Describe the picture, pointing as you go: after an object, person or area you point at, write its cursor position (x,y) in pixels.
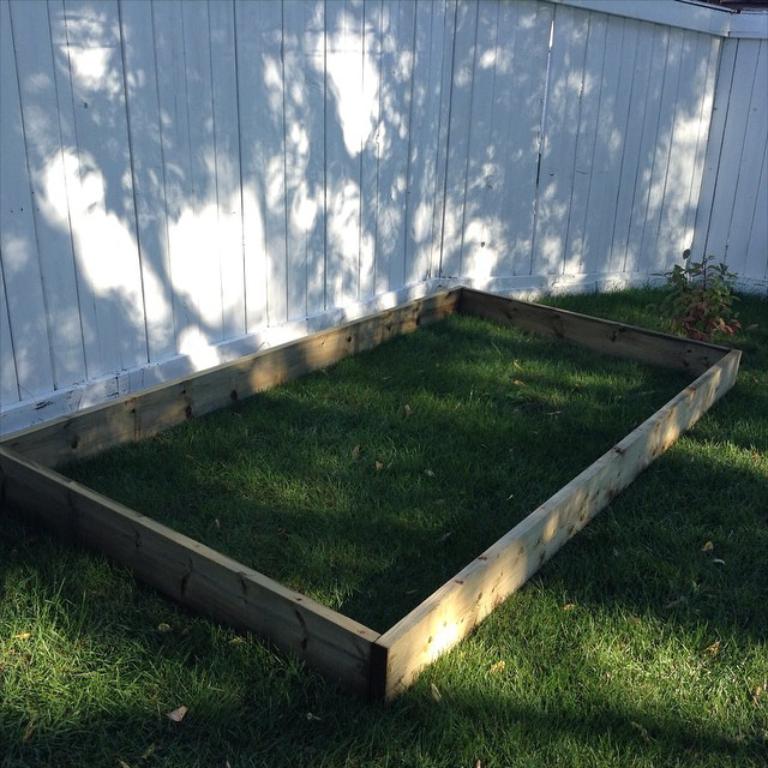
In this image I can see the wooden material (583,493) on the grass (518,478). To the side there is a plant (685,309). In the back (406,117) I can see the white color wooden wall (324,118).
